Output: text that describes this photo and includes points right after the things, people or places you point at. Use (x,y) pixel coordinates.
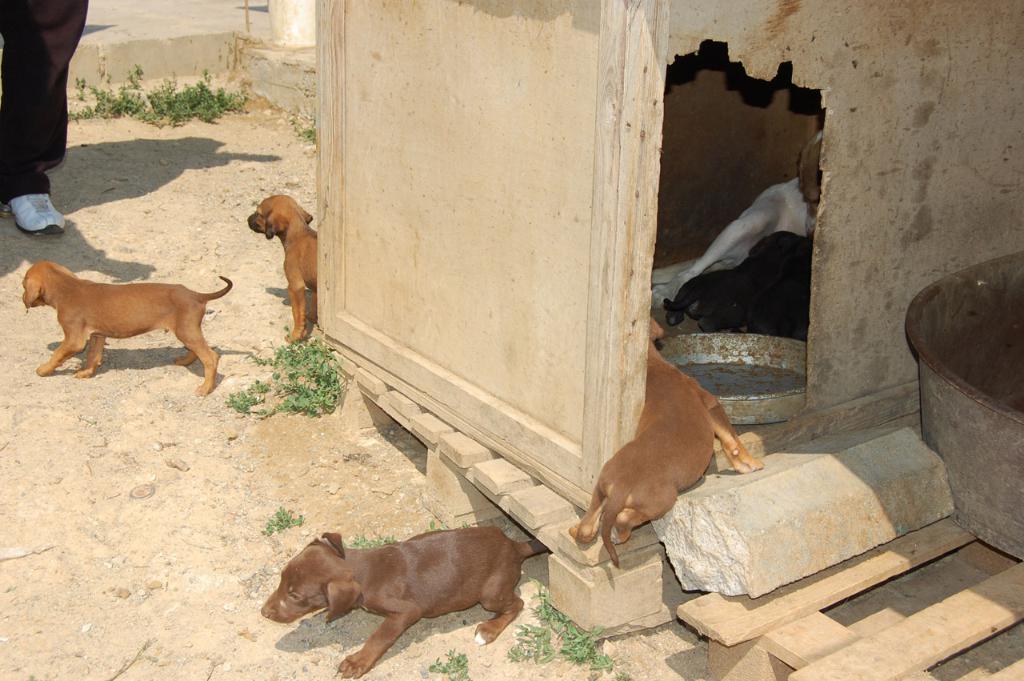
On the right (866,227) there is a shed (786,432) and we can see dogs (90,337). On the left (26,217) there is a person's leg (31,185) and we can see trays (960,472).
